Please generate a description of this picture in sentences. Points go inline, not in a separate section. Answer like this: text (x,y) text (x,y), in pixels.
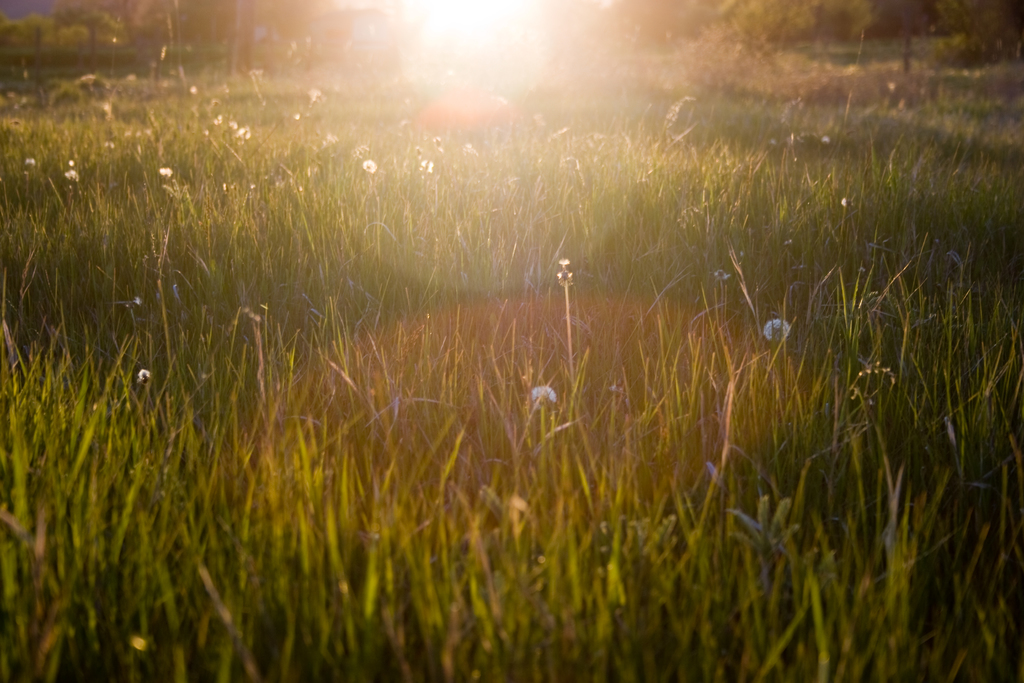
In this image I can see few plants (333,559) which are green in color and few flowers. In the background (477,26) I can see the sun (454,21) and few trees (193,40).
